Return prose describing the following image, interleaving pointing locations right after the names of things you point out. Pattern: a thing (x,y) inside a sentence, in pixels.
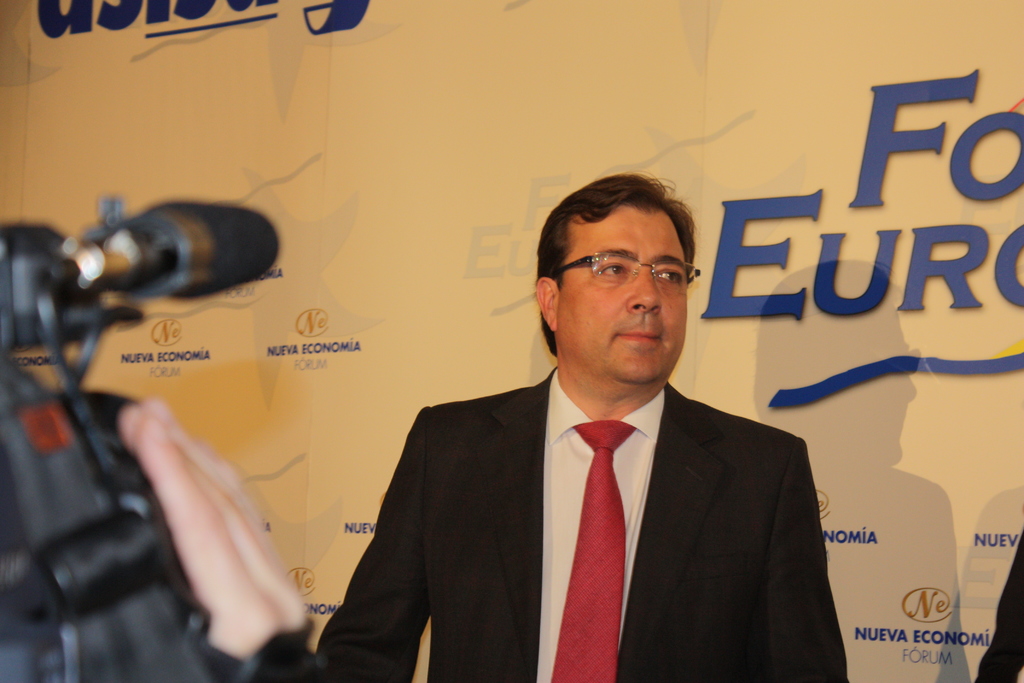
There is a man (585,519) standing in front of a banner (504,284) and in front of the man (587,338) a camera (156,578) is focusing on him, it looks like giving an interview.
